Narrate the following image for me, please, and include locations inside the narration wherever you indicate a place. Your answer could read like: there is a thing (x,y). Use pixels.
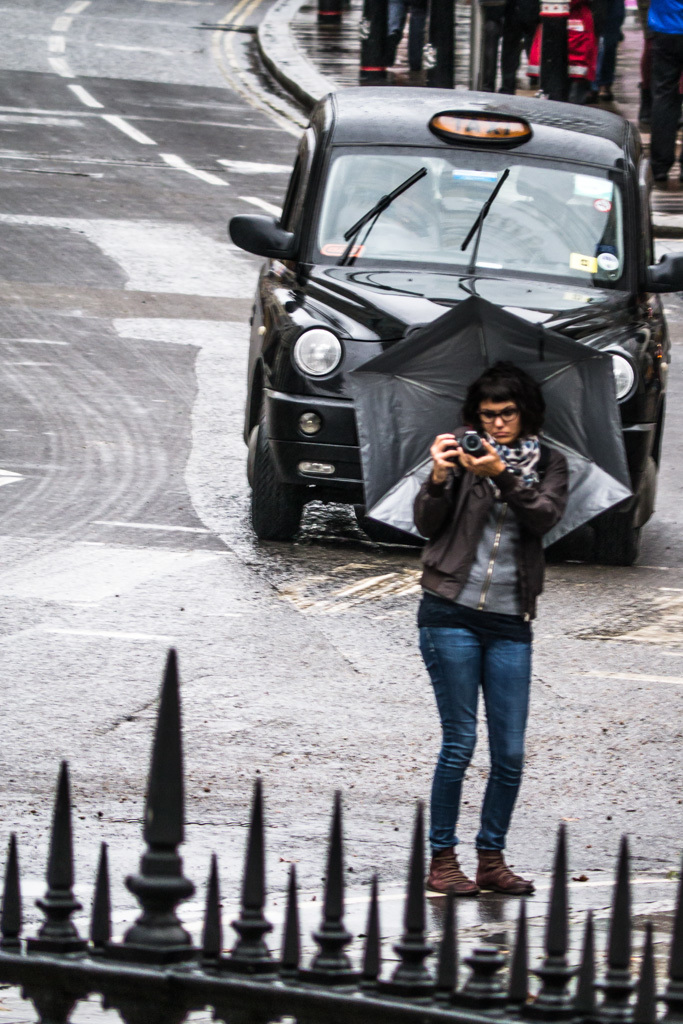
At the bottom (412,986) there is a railing (353,972), behind the railing (424,972) there is a woman (472,723) standing on a road (193,707) holding camera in her hand (493,463) and wearing an umbrella (516,350), in the background (305,492) there is a car (438,232) and people (594,56) walking on a footpath (267,32).
